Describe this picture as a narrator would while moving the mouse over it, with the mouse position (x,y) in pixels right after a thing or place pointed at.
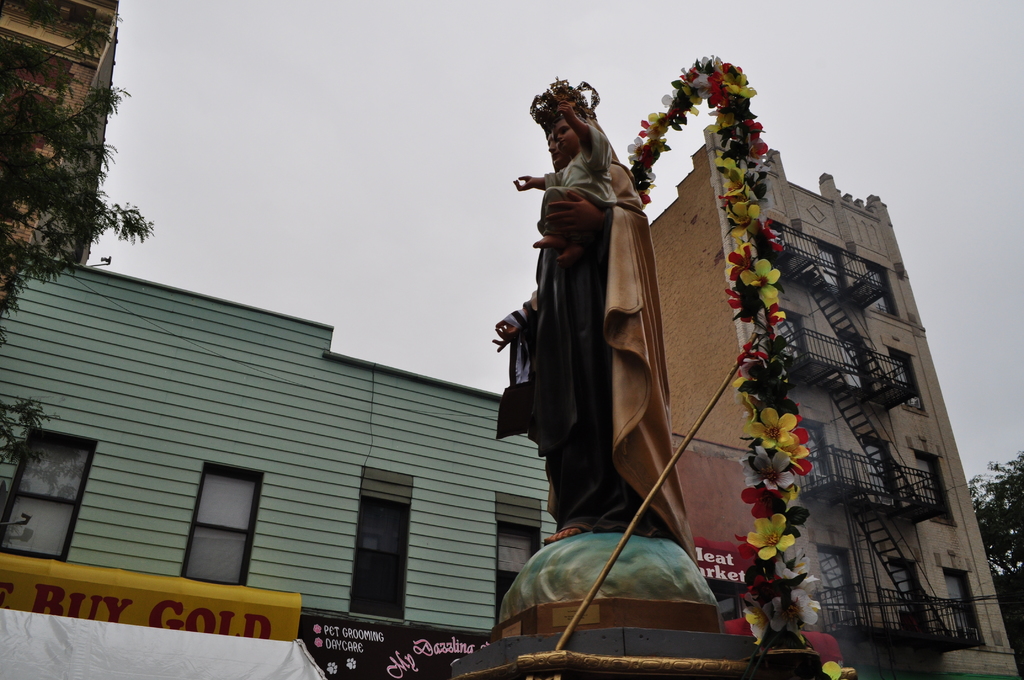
In the picture we can see a sculpture (583,274) of a Mary (586,329) holding a baby (574,234) and behind it, we can see a flower decoration (748,202) and behind it, we can see a building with windows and glasses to it and with steps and railing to it and beside we can see a tree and sky (372,227).
